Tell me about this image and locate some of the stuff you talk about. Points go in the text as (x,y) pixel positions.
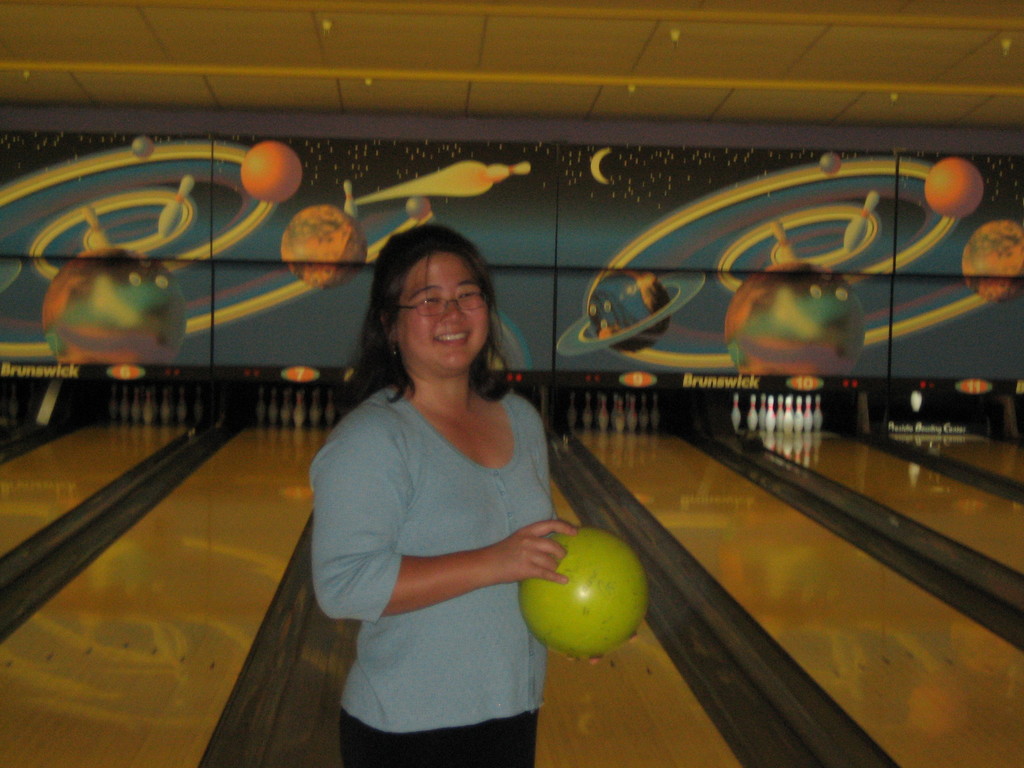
In this image I can see a person (453,597) standing holding a ball (596,557). The person (510,583) is wearing blue shirt (407,643), black pant (508,741) and the ball (629,590) is in green color. Background (645,297) the wall (491,207) is in multicolor.
